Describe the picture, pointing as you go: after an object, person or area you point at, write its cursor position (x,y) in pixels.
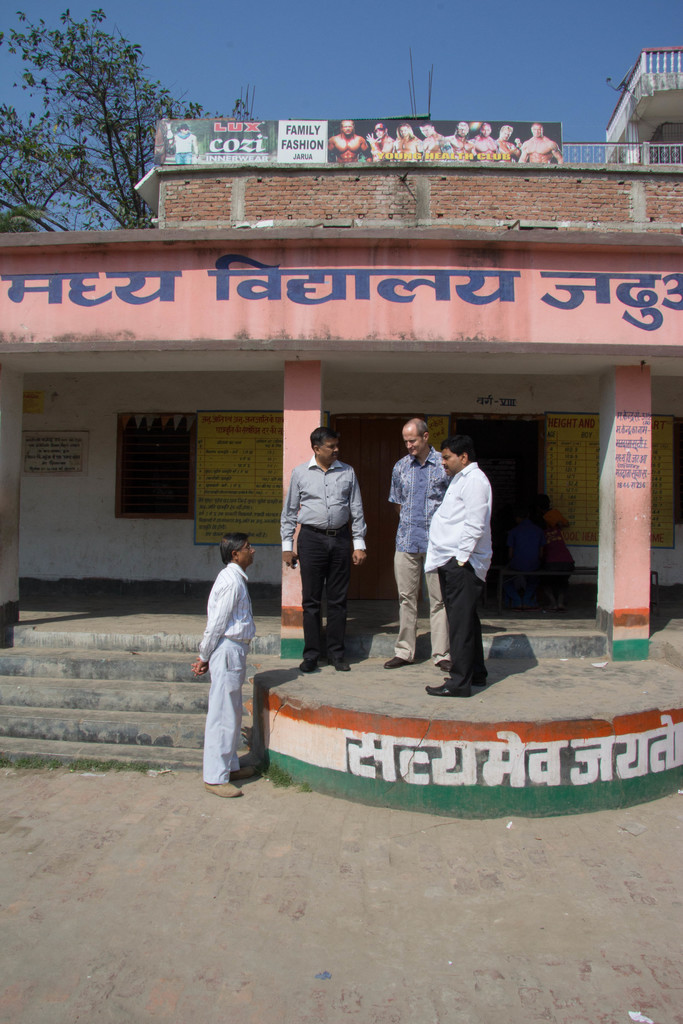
In this image I can see two buildings (354,242). In front of this building (625,264) there are four men (332,561) standing. On the left side (109,699) there are stairs (137,742). At the bottom (197,892), I can see the ground (164,896). In the background (108,181) there is a tree (158,89). At the top of the image (392,69) I can see the sky (412,37) in blue color. At the top of this building (586,168) there is a board (360,149) on which I can see some text (241,138) and few images (385,139) of persons (458,146).
